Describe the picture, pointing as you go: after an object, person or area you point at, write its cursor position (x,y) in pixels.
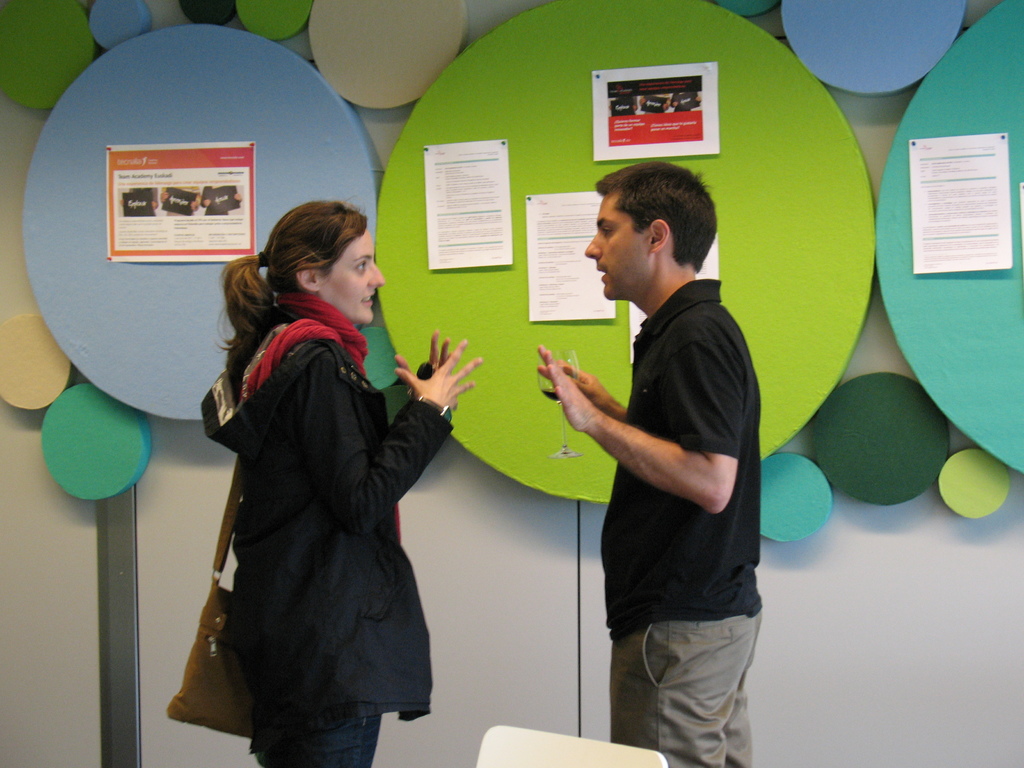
There are two people (376,543) standing and talking, she is carrying a bag (202,641) and this man (656,387) holding a glass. In the background (135,122) we can see colorful boards (394,99) and we can see posters (691,74) on these boards (717,205).
